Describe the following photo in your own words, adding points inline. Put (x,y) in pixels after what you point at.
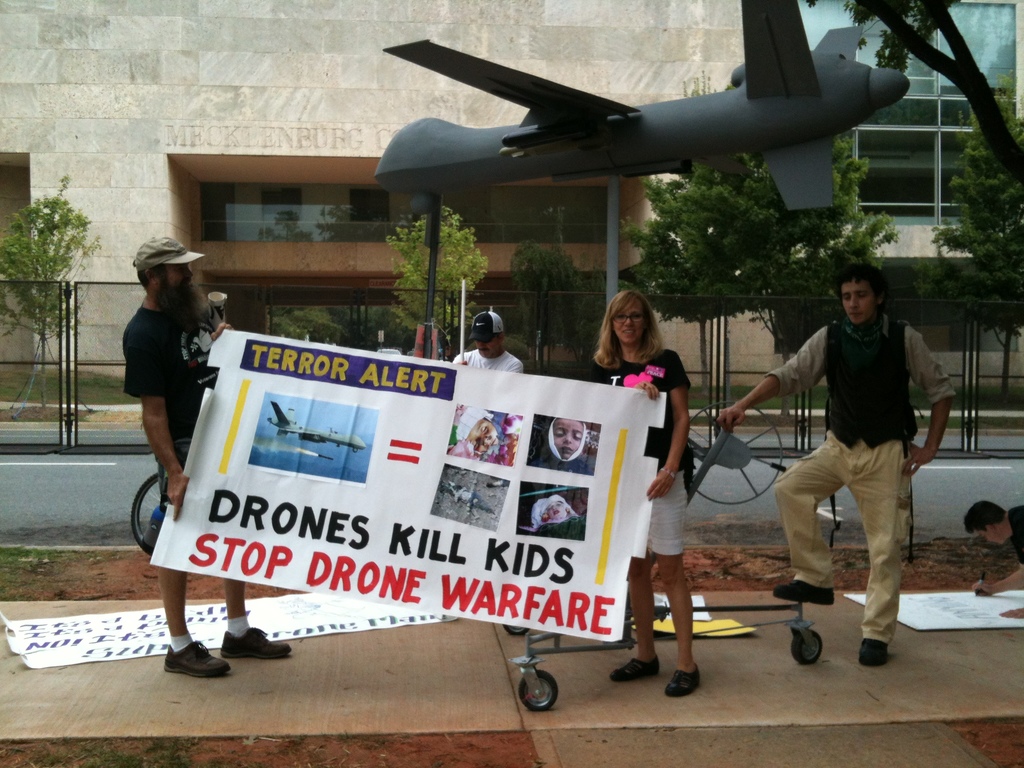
In this image there are group of people (221,326), two people (190,643) standing and holding a banner (488,515), papers (18,629) on the path (305,691), demo airplane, buildings (29,89), trees (999,295).
